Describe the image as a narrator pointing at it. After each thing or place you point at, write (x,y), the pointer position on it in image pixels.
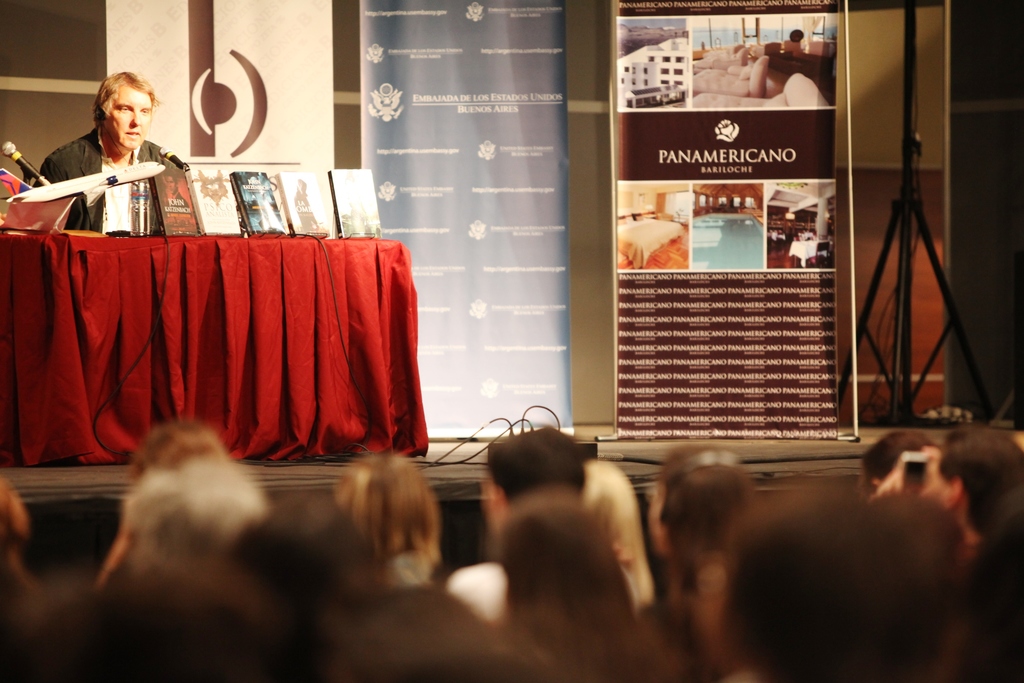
In this image there is a person (97,206) sitting on the chair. In front of him there is a table (306,306). On top of it there are books (306,205), mikes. Behind him there are banners (501,324). There is a board (726,290). There are metal rods (907,233). In front of the image there are people (632,568).
